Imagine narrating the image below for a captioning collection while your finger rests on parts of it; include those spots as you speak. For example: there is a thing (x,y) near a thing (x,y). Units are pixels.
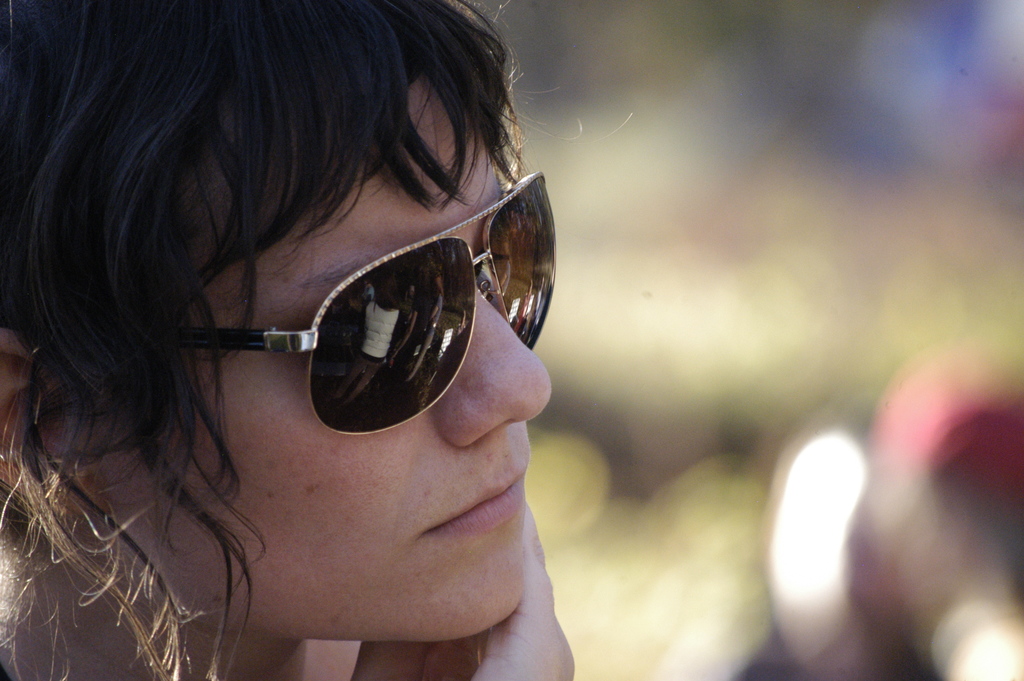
Here we can see a woman (462,368) and she has goggles (420,370). There is a blur background (909,583).
